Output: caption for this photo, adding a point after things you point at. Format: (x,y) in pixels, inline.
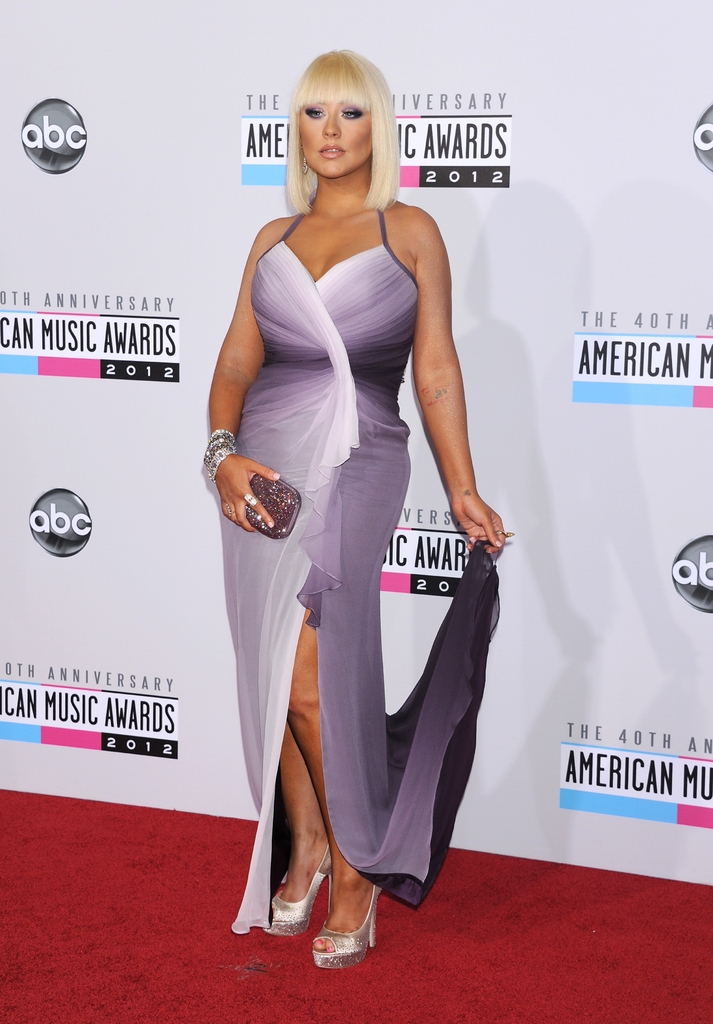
In the picture I can see a woman (389,339) standing on the carpet (562,883) and she is holding a wallet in her right hand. In the background (690,673), I can see the hoarding (508,442).
